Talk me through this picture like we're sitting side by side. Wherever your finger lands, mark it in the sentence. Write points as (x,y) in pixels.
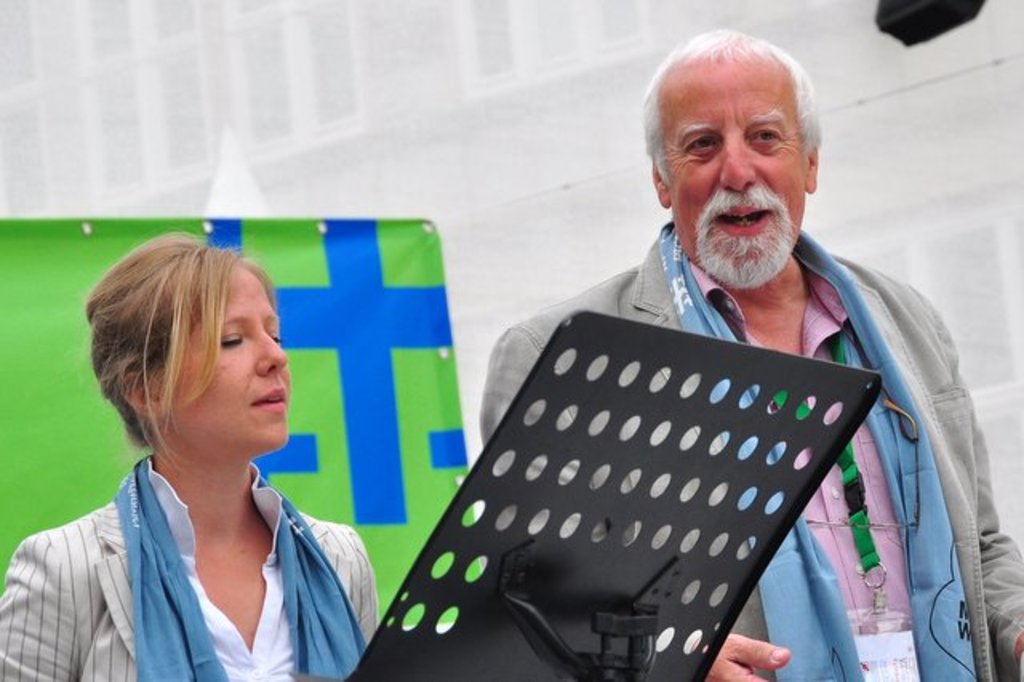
This image is taken outdoors. In the background (481,88) there is a wall (343,92) and a poster (297,384). On the left side of the image (67,562) there is a woman (150,475). In the middle of the image (681,425) there is a podium (649,489). On the right side of the image (687,83) there is a man (808,318).
